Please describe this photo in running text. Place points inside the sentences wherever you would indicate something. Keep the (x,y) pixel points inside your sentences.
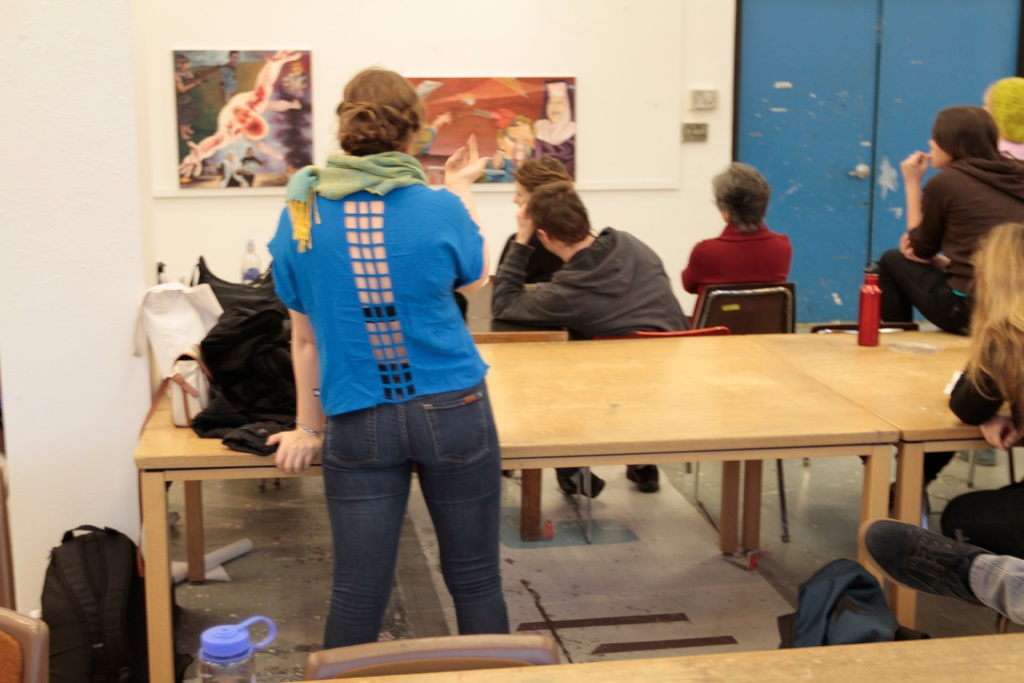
In this image, there are some persons (316,411) wearing colorful clothes (581,291). There is a table (590,394) in front of these persons (544,294). These tables (629,416) contains bottles (873,315) and bags (185,327). There is a bag (89,597) on the ground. These persons (511,314) looking at this picture (491,106) and which is attached to the wall (654,80). This person (972,543) wearing a footwear (946,577).
